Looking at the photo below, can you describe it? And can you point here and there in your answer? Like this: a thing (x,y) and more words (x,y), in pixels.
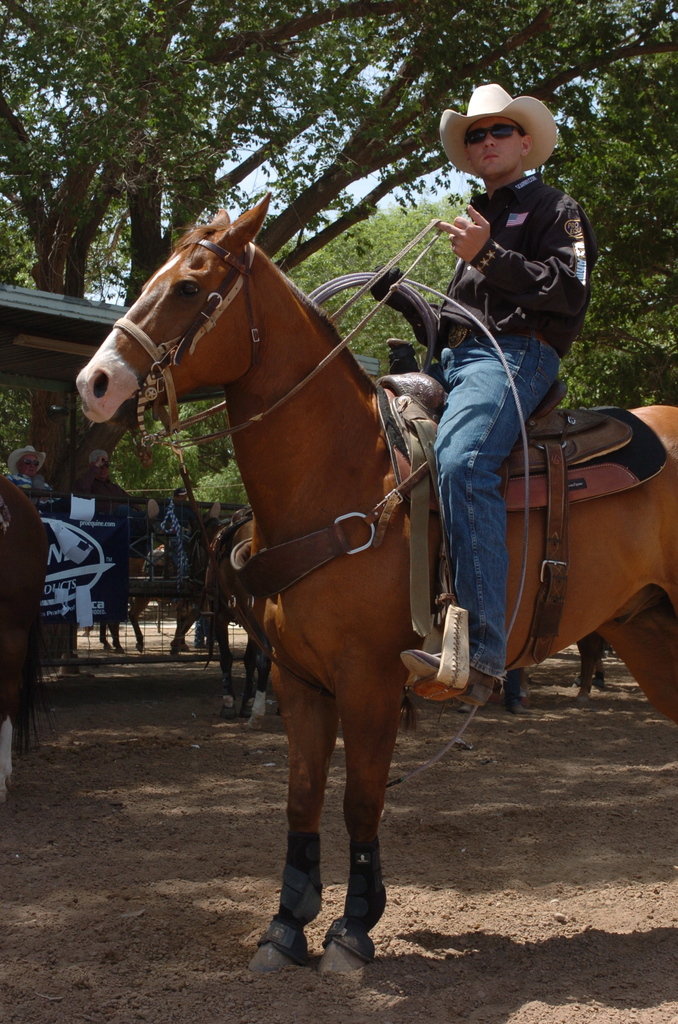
There is a horse (258,532). On the horse (359,485) there is a saddle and a person (478,361) is sitting. He is holding the rope (409,254) and wearing a goggles (506,133) and a cap (472,115). In the back (221,450) there are horses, trees (127,476) and people (186,511).
